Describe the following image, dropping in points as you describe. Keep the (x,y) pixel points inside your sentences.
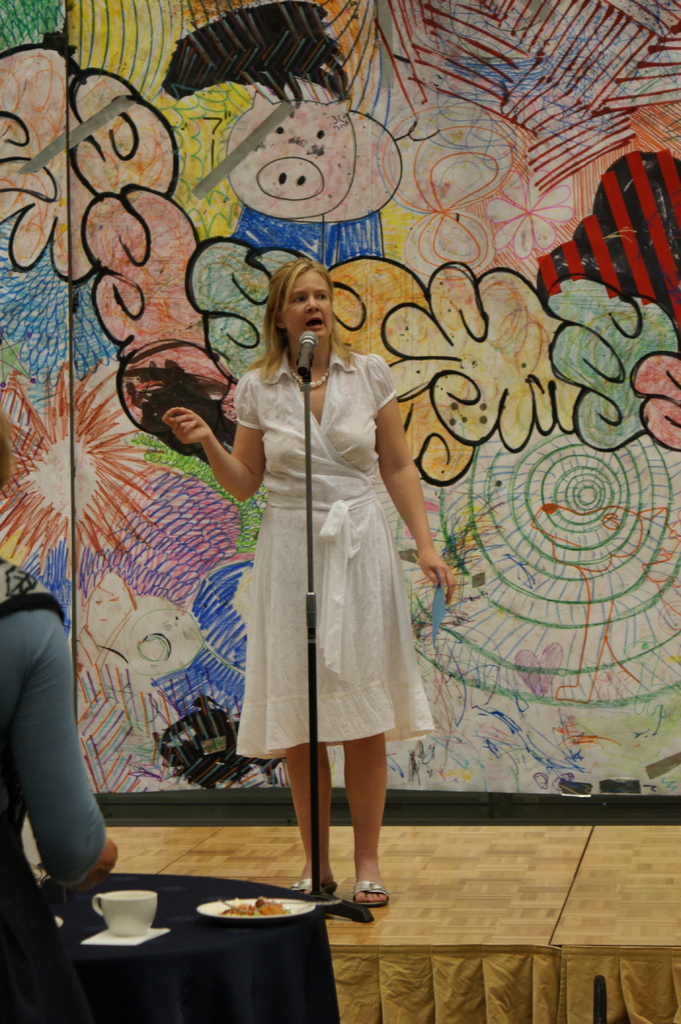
In the center of the image (235,488) we can see a lady (354,712) is standing on the stage (679,876) and talking and wearing a white dress (362,553) and holding an object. In-front of her we can see a mic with stand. At the bottom of the image (346,1008) we can see the stage (523,934), cloth (519,967), table (181,895) which is covered with cloth (222,931) and a person (47,816) is bending. On the table (291,979) we can see a cup (152,911), plate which contains food (269,912). In the background of the image (438,203) we can see the painting (541,112) on the wall (97,510).
